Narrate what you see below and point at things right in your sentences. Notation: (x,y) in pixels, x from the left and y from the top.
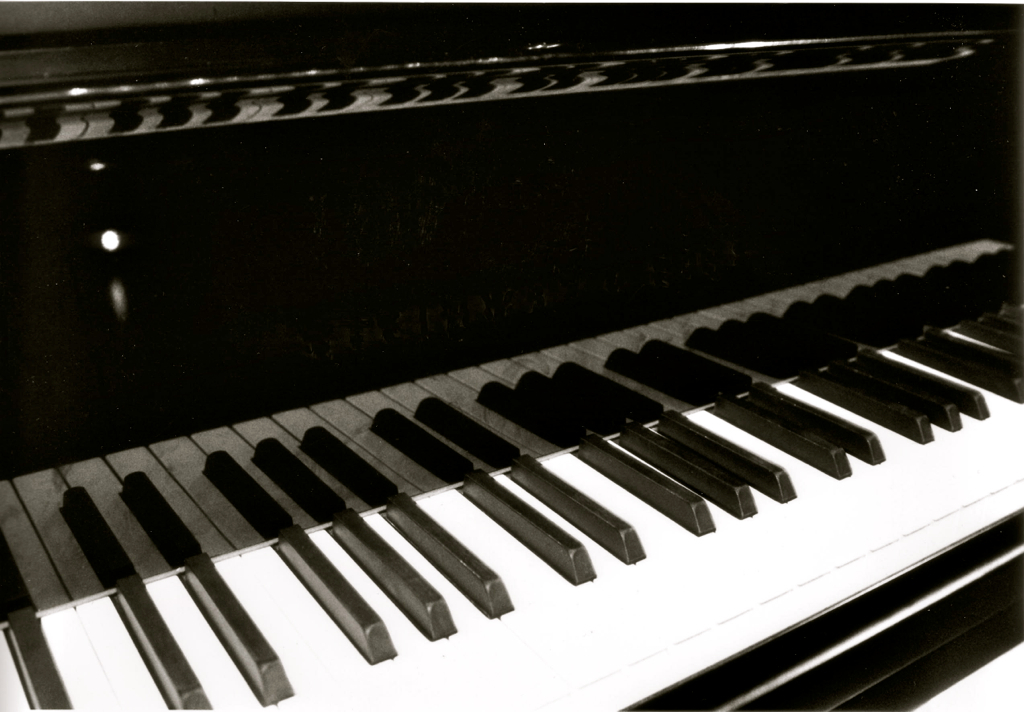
A piano (324,331) is shown in the picture.
